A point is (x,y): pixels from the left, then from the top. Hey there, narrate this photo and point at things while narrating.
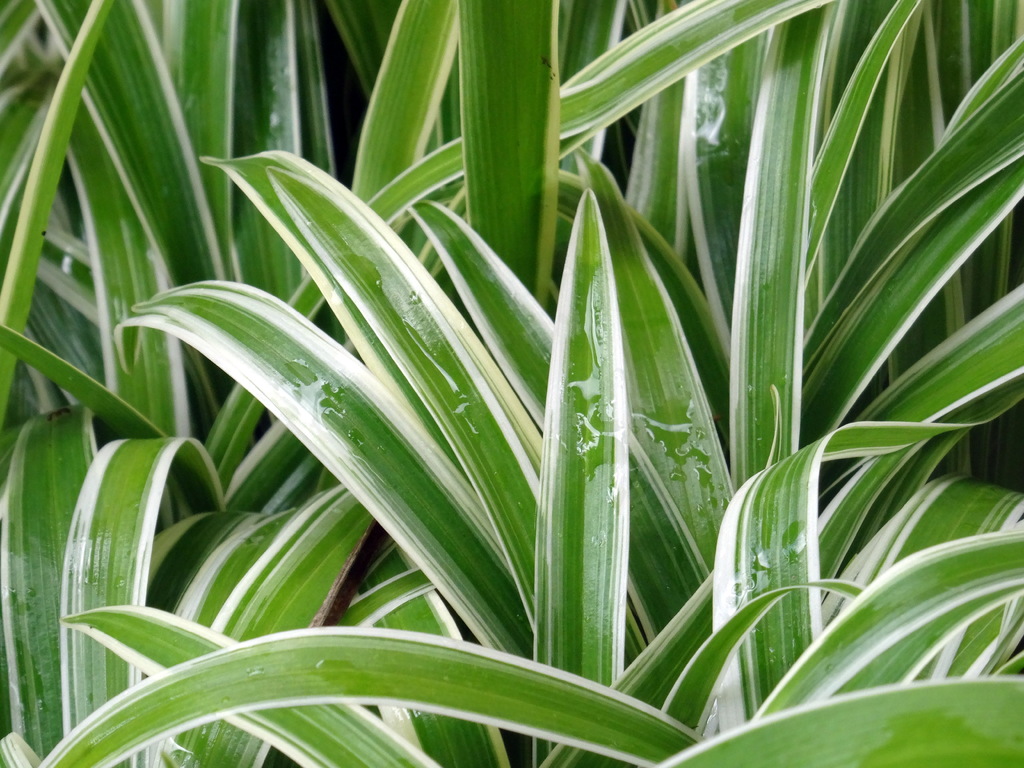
In this image there are plants (172,231). There are water droplets (592,438) on the leaves (347,419).
